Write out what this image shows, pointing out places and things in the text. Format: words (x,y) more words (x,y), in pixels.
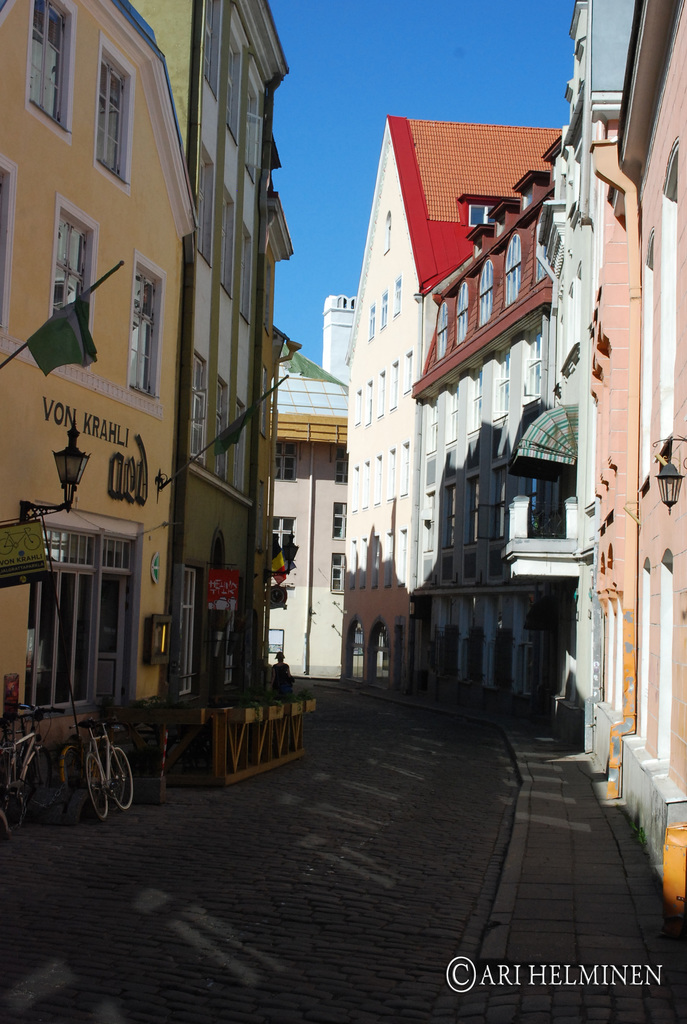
In this image we can see many buildings (335,382), one road (416,726), one footpath (537,780), two cycles (17,781), two lights (666,476) attached to the wall (659,469), some objects (168,642) are on the wall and some objects (81,809) are on the surface (464,715). Some text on the wall (112,410), some boards (223,600) and flags (273,565) attached to the wall (273,486). One person (282,679) is standing and at the top (311,152) there is the sky (311,150).
